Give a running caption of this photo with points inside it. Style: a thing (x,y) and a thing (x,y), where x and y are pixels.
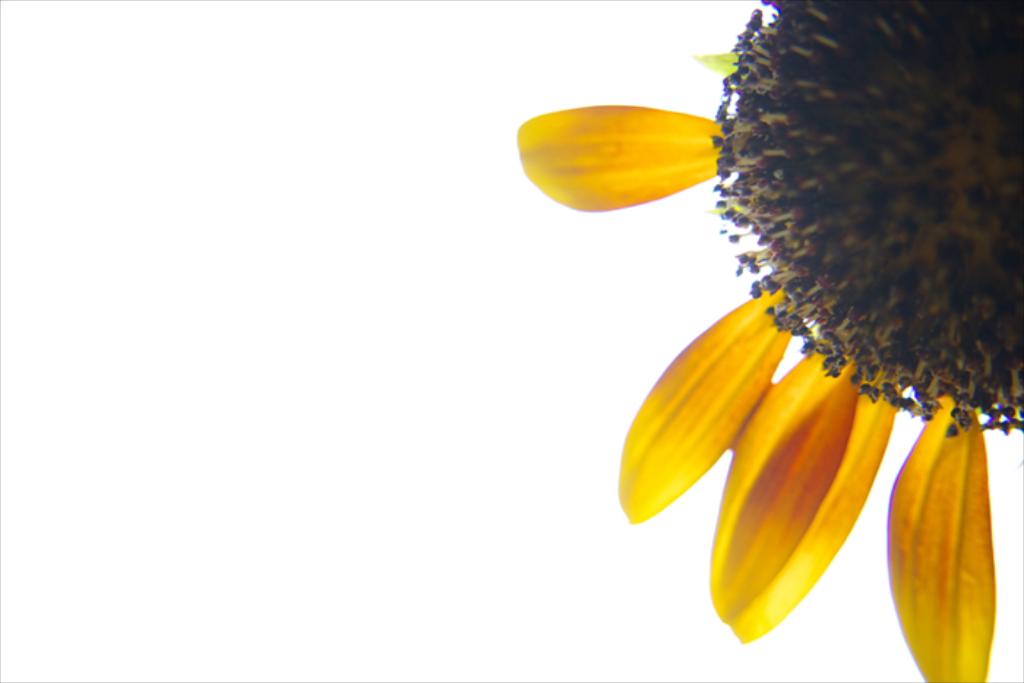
In this image we can see a sunflower (822,314) with few petals (736,378).
